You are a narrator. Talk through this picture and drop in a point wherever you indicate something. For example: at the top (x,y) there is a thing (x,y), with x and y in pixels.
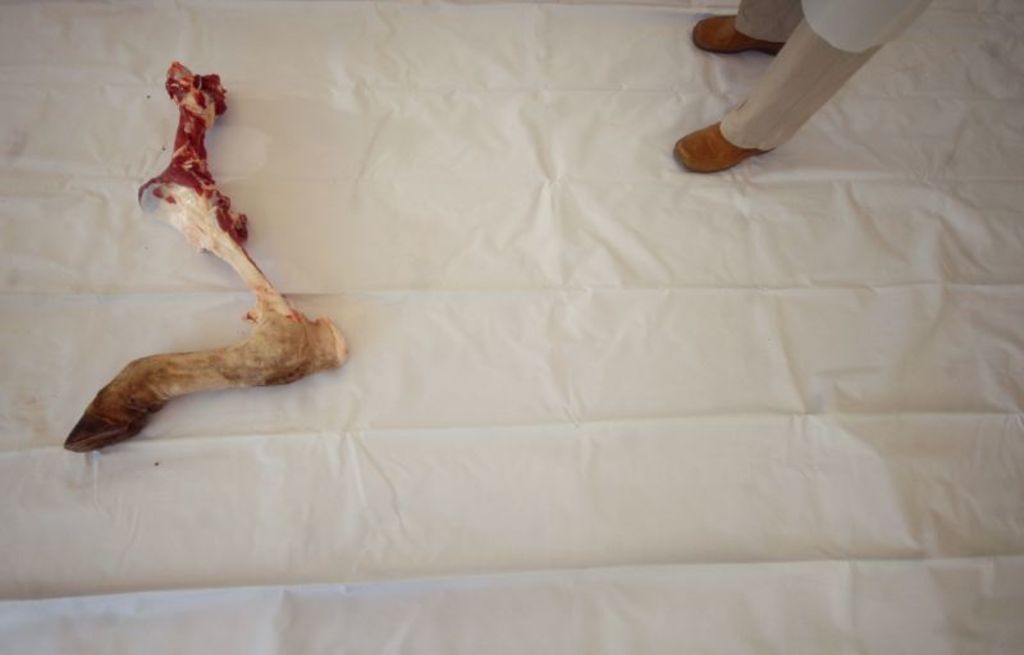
In this image we can see some persons legs (800,93) with shoes (694,148) and we can also see a bone (230,227) on the white color cloth (628,269).
